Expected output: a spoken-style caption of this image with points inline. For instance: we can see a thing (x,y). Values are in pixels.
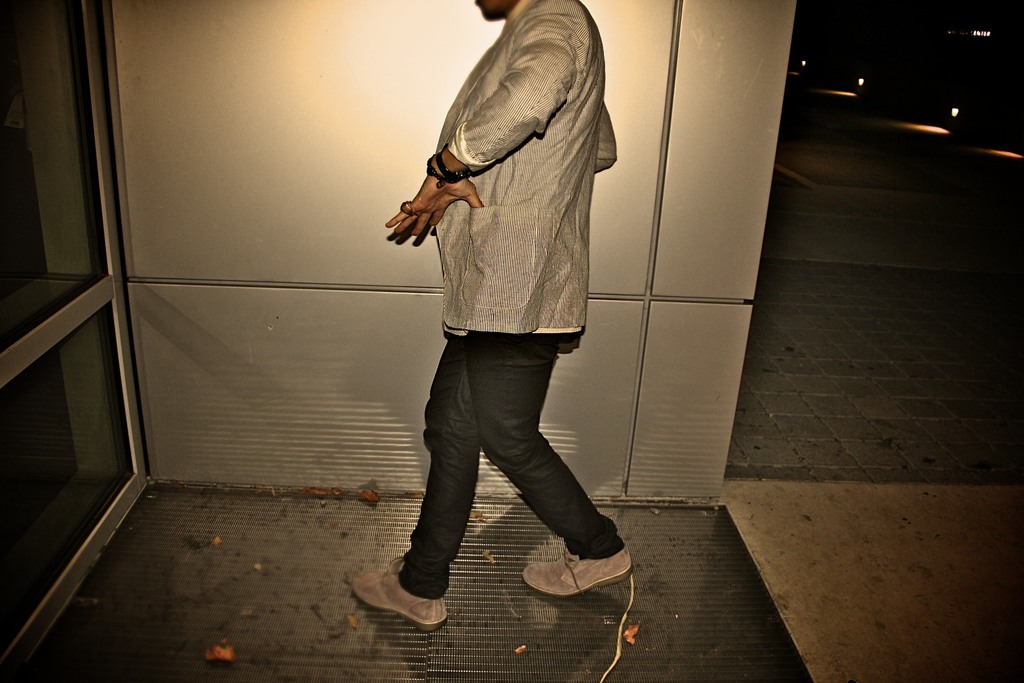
In the center of the picture (469,329) there is a person (531,68). On the left (37,349) there is a glass window (52,343). On the right (1009,175) there are lights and floor (902,383). At the bottom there are dry leaves (514,652).
